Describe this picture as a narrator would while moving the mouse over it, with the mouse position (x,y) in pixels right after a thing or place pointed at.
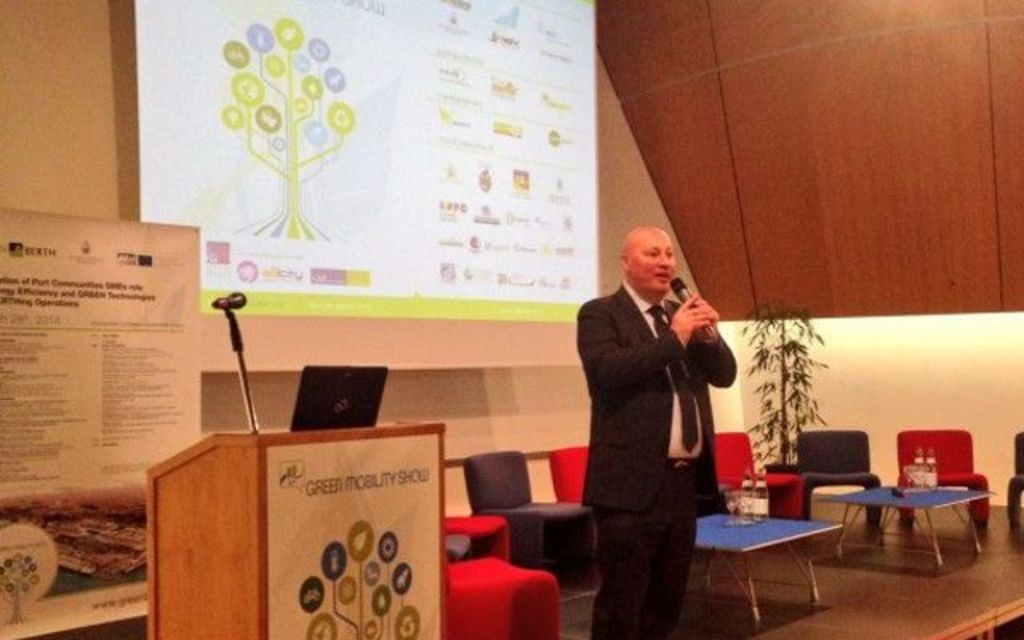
The person (650,429) wearing suit (651,433) is standing and speaking in front of a mic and there are chairs (573,479) and tables (768,532) and a projected image (442,167) behind him.
